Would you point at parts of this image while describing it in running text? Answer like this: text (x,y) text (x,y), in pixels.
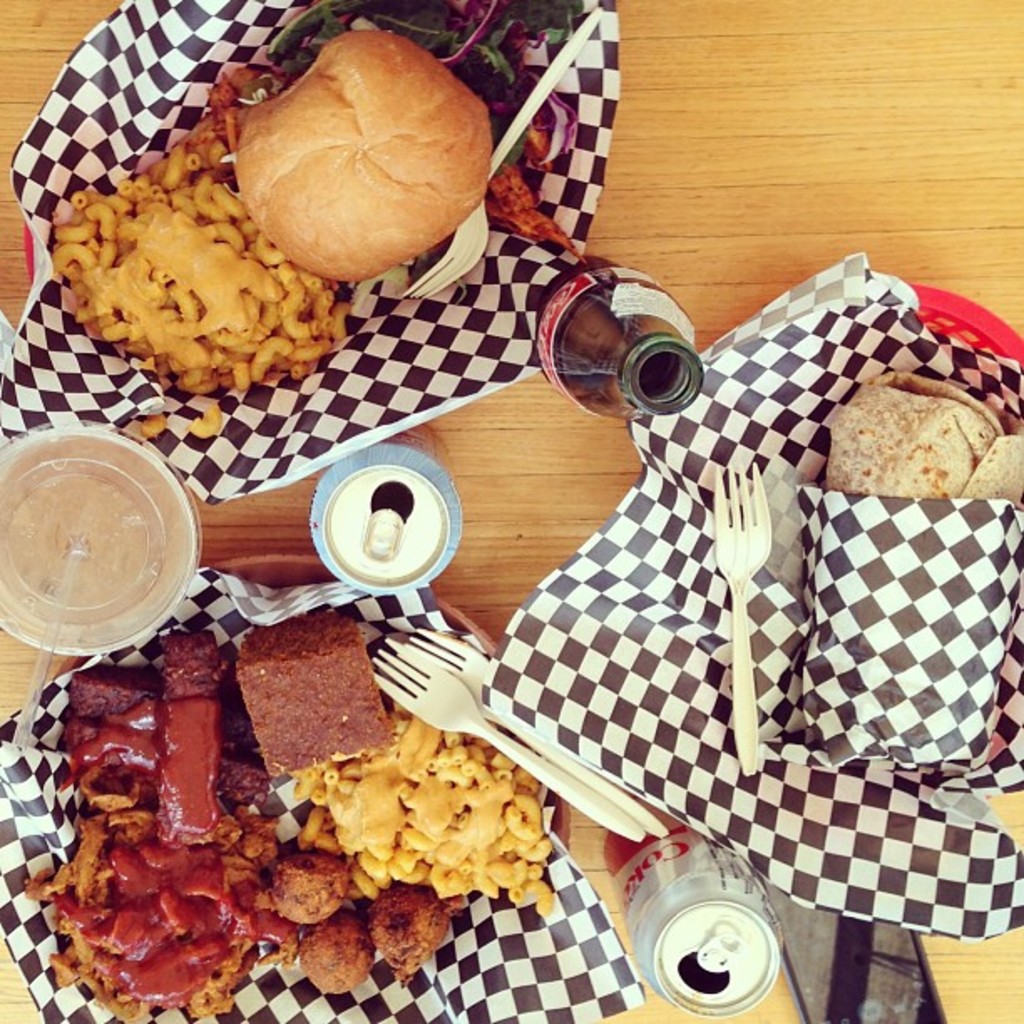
These are the food items (478,784) on the table (619,194). There is a coke bottle (611,353) on the table (692,269). There are forks (734,745) in this.
